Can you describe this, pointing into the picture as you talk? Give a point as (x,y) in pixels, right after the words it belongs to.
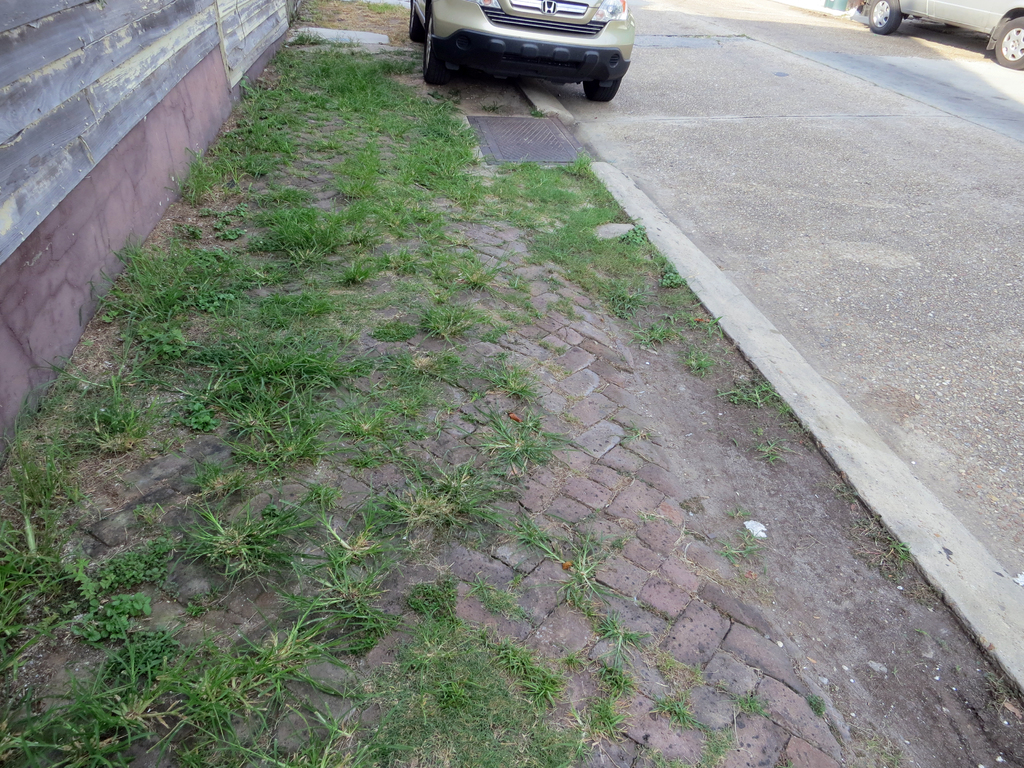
In this picture I can observe some grass (268,308) on the land (324,188) in the middle of the picture (360,292). In the top of the picture (465,20) I can observe two cars (608,43) on the either sides of the road (679,70). On the right side (843,18) I can observe road (877,261).
